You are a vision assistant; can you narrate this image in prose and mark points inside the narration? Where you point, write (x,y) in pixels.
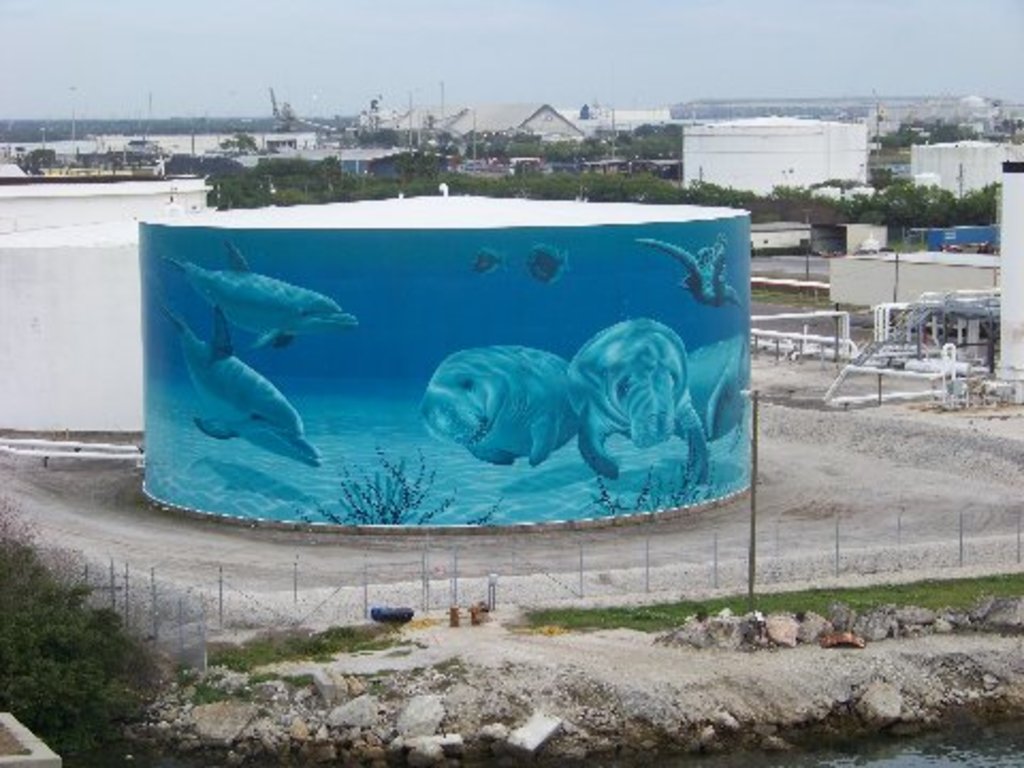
In this image we can see a banner (658,398) with the pictures (590,370) of some water animals (488,442) and plants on a cylindrical tanker (387,413). We can also see some grass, fence (176,661), plants (73,656), stones (816,625), water (999,763), the metal poles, some buildings (762,235), a group of trees (765,205) and the sky (765,66) which looks cloudy.
